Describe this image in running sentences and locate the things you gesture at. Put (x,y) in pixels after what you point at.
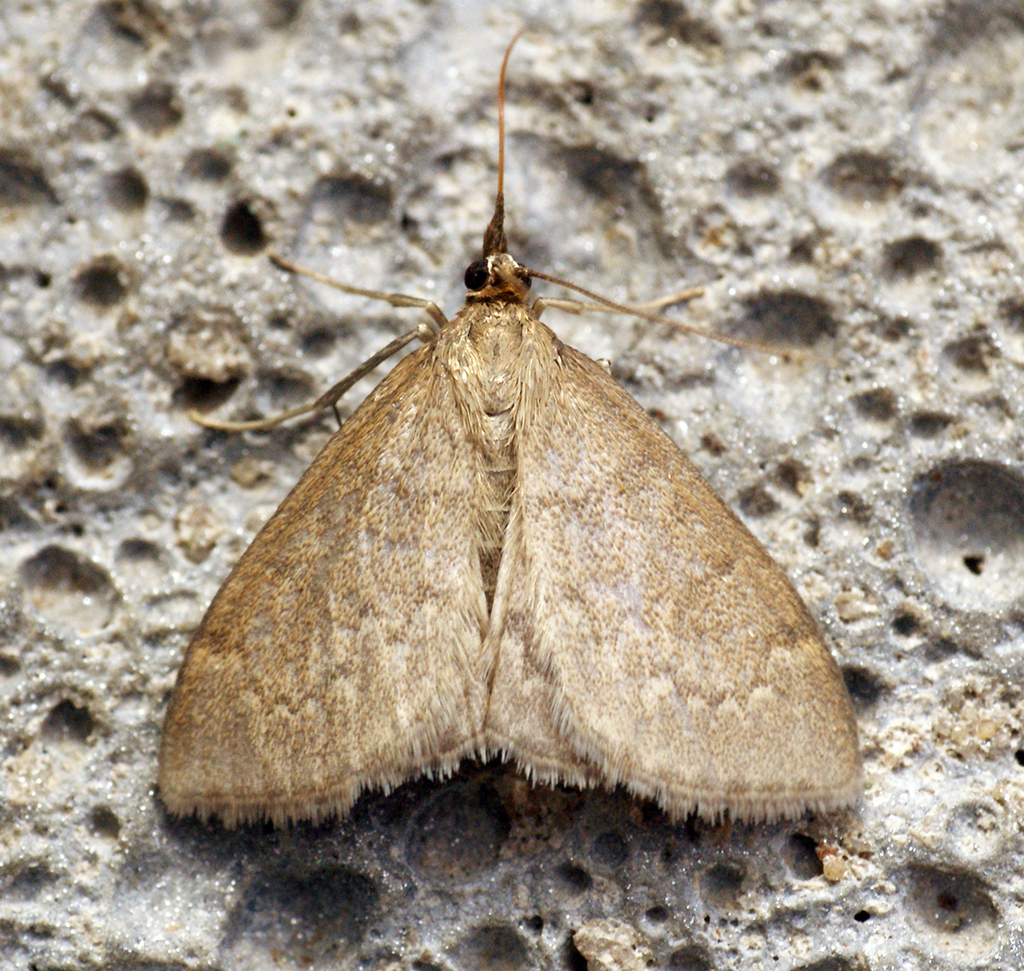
In this image I can see a moth (607,460) on the ground (76,472).
